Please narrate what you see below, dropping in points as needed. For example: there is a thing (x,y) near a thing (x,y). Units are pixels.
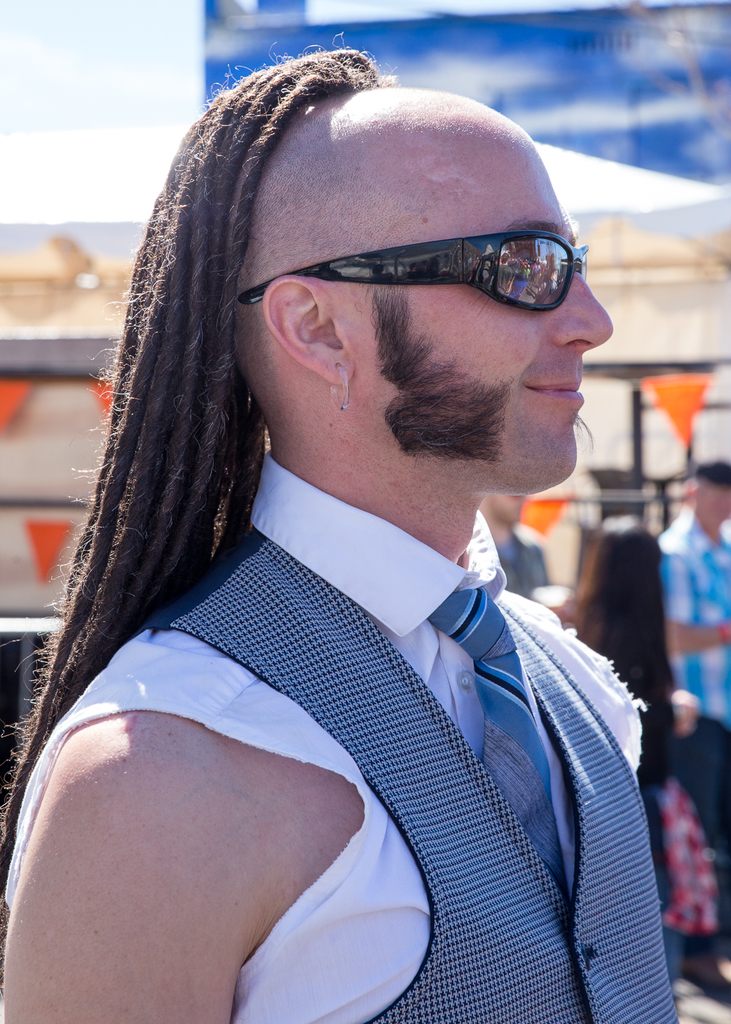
In this image, there are a few people (632,575). Among them, we can see a person (527,326) wearing spectacles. We can also see the background (15,662) with some objects (441,24). We can also see the sky (128,38).
